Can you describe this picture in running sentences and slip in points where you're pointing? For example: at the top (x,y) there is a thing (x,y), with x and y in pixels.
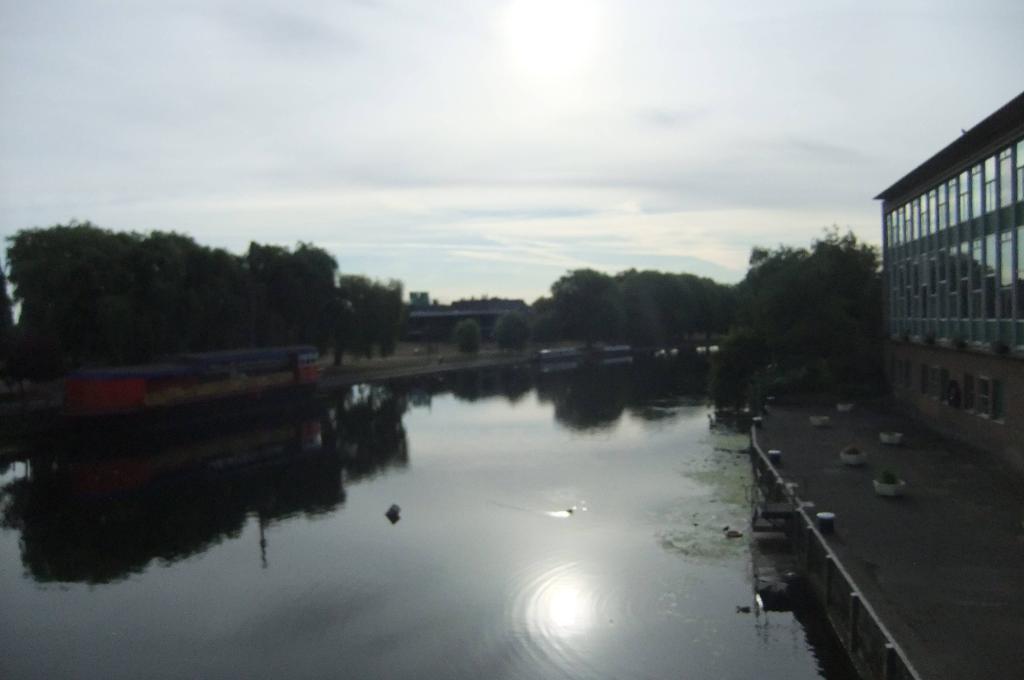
In this picture in the center (409,451) there is water (546,449). On the right side (862,448) there are objects (849,458) on the floor (836,445) which are white in colour and there are trees (808,307) and there is wall (998,364) and on the top of the wall (982,376) there is a fence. On the left side (162,302) there are trees (220,323) and the sky (492,142) is cloudy.
